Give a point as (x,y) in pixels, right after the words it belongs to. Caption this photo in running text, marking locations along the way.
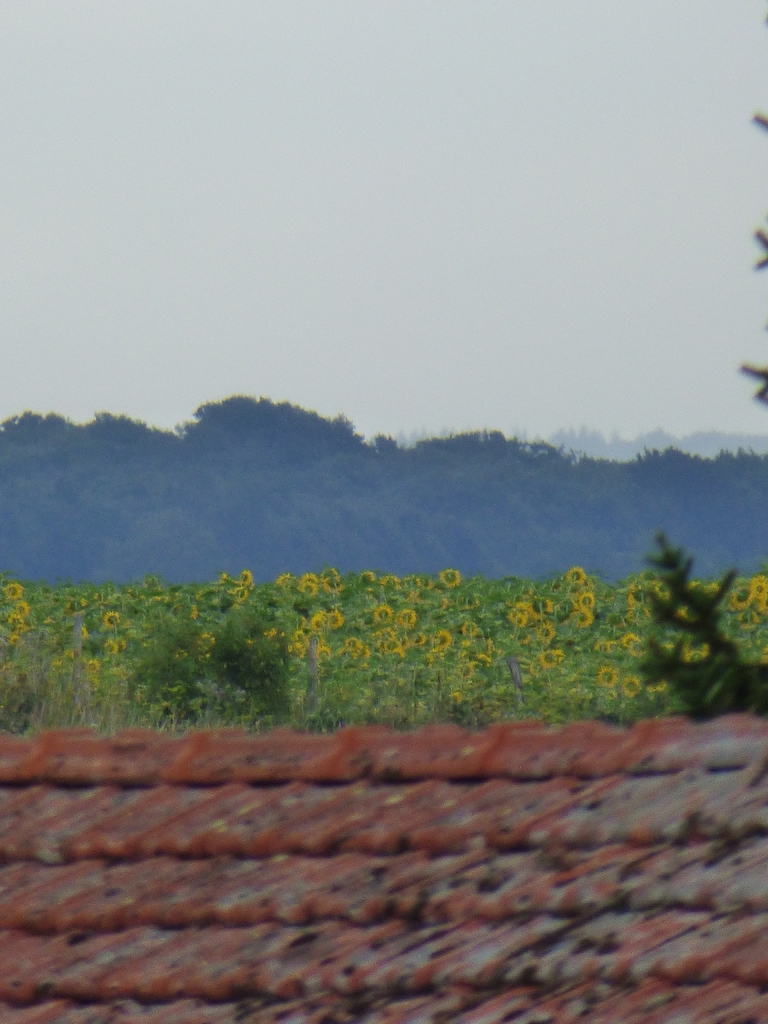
In this image, there is an outside view. There is a roof (422,864) at the bottom of the image (308,740). There are some plants (383,613) and hill (468,486) in the middle of the image (488,495). There is a sky (459,251) at the top of the image (455,143).
